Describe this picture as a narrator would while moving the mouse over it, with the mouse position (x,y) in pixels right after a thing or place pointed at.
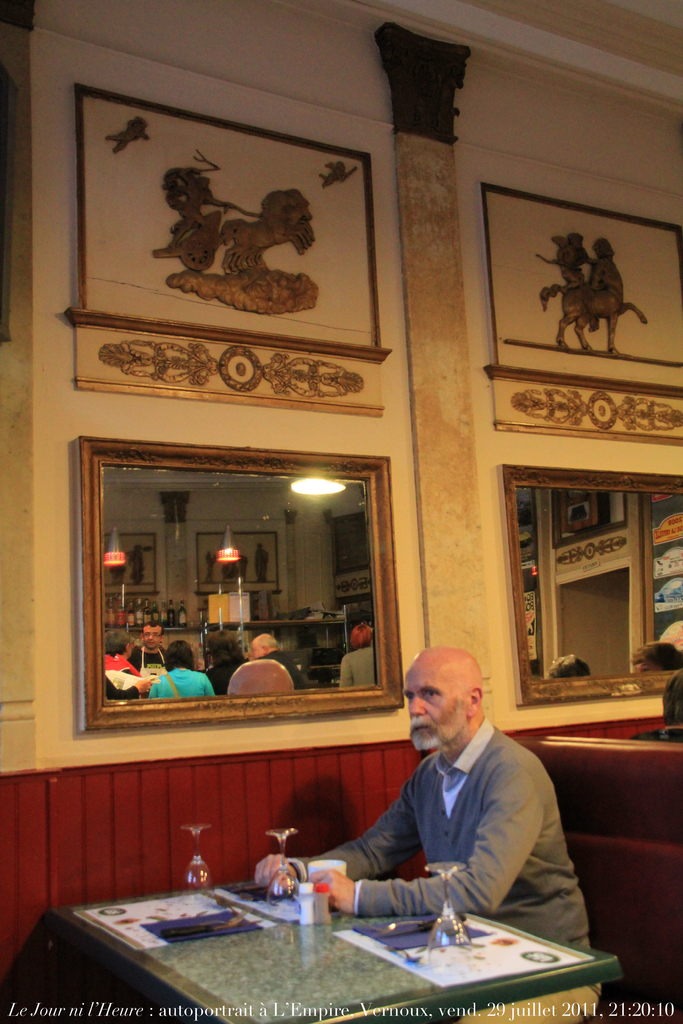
This is the picture of a room (600,389). In this image there is a man (555,998) sitting and there are glasses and there are objects (477,975) on the table (230,941). At the back (375,439) there are mirrors (642,516) and frames (365,222) on the wall (294,790) and there is reflection (141,648) of group of people (156,630) and lights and objects (241,582) on the mirrors (575,630). At the bottom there is text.
